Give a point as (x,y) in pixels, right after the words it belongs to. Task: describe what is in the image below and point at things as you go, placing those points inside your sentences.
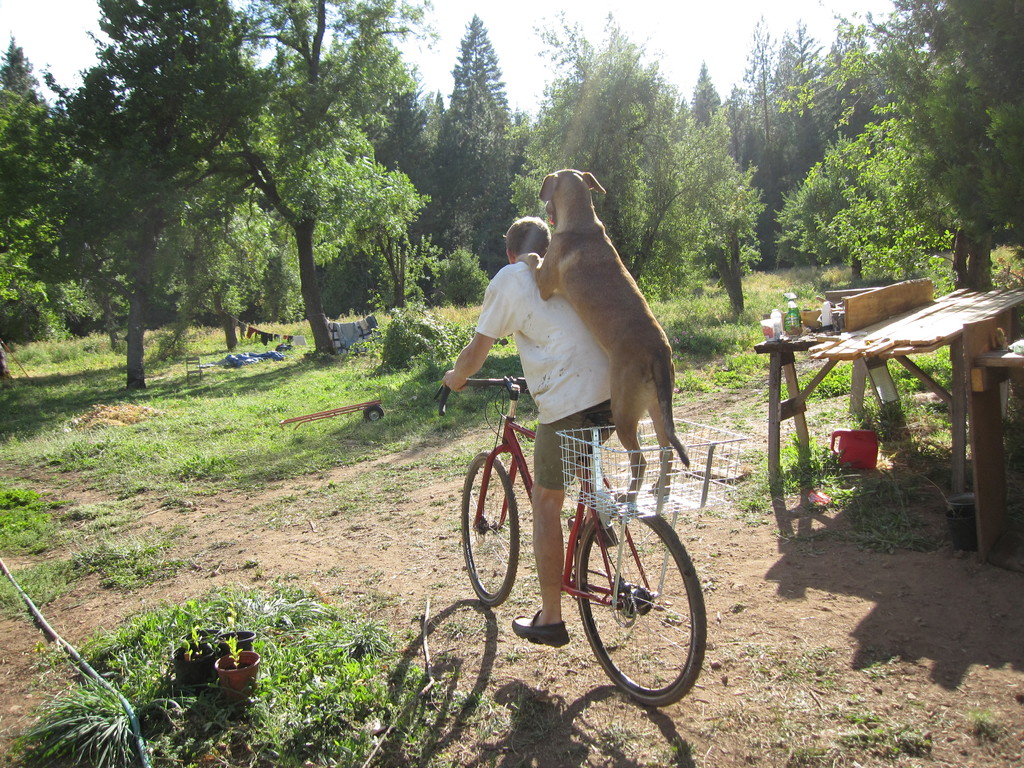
This is completely an outdoor picture. On the background (481,130) we can see trees (481,153). At the top of trees (856,198) we can see sky (511,17) and it seems like a sunny day. This is a grass (272,386). Here we can see some clothes (354,336) hanged on a rope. This is a table (872,340) and on the table (877,321) we can see bottles (827,315). Under the table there is a red water can (869,440). Here we can see a man (540,318) sitting and riding a bicycle (618,446). Here we can see one dog (580,205).
